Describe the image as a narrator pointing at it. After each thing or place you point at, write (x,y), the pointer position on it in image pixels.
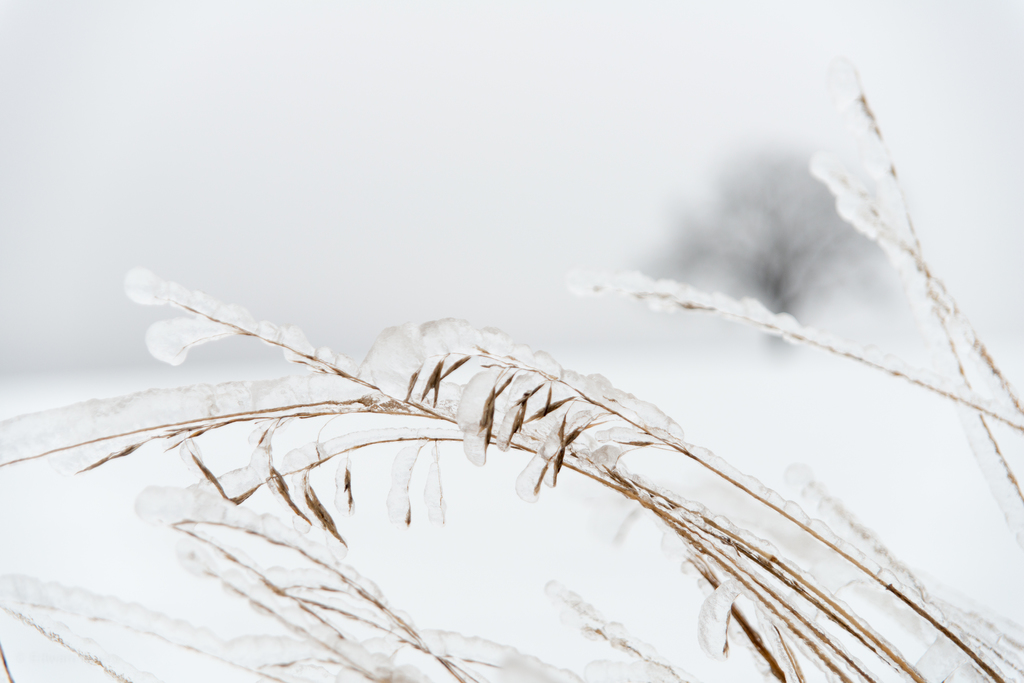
In this image, this looks like a plant (542,469), which is covered with the snow (706,588). In the background (781,263), I think this is a tree (789,253).
